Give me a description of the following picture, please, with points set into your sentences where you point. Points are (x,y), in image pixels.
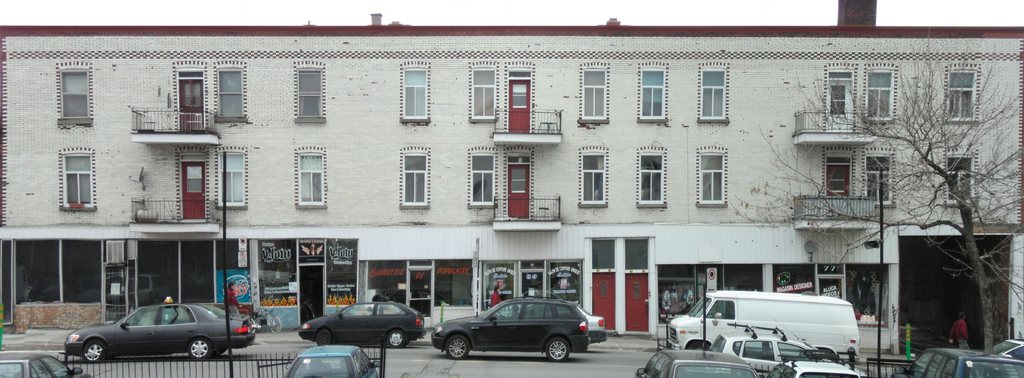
In this image we can see group of vehicles (770,354) parked on the ground (629,358), a metal fence (251,367), a person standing on the path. In the background (882,313), we can see a tree (981,316), building (684,185) with group of windows (318,94) and the sky (521,5).
